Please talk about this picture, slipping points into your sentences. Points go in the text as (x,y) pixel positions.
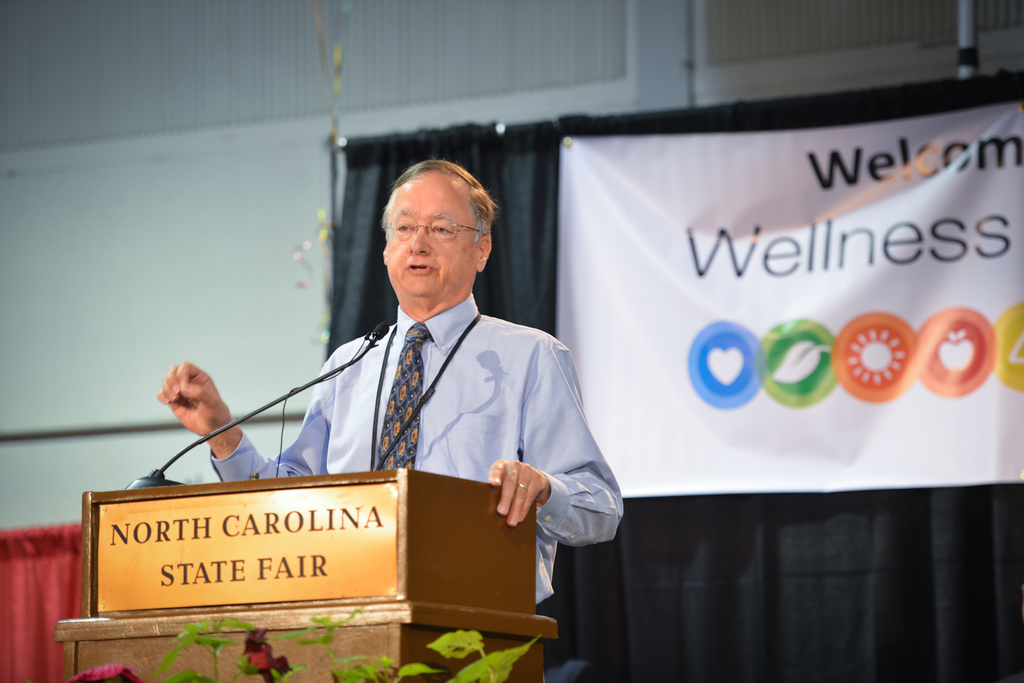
In this image we can see a person (467,438) wearing blue color shirt (522,442) multi color tie (409,402) standing behind the wooden block (445,551) and there are microphones (246,416) on table (386,502) and at the background of the image (518,220) there is wall (501,90) and black color sheet (928,595).
